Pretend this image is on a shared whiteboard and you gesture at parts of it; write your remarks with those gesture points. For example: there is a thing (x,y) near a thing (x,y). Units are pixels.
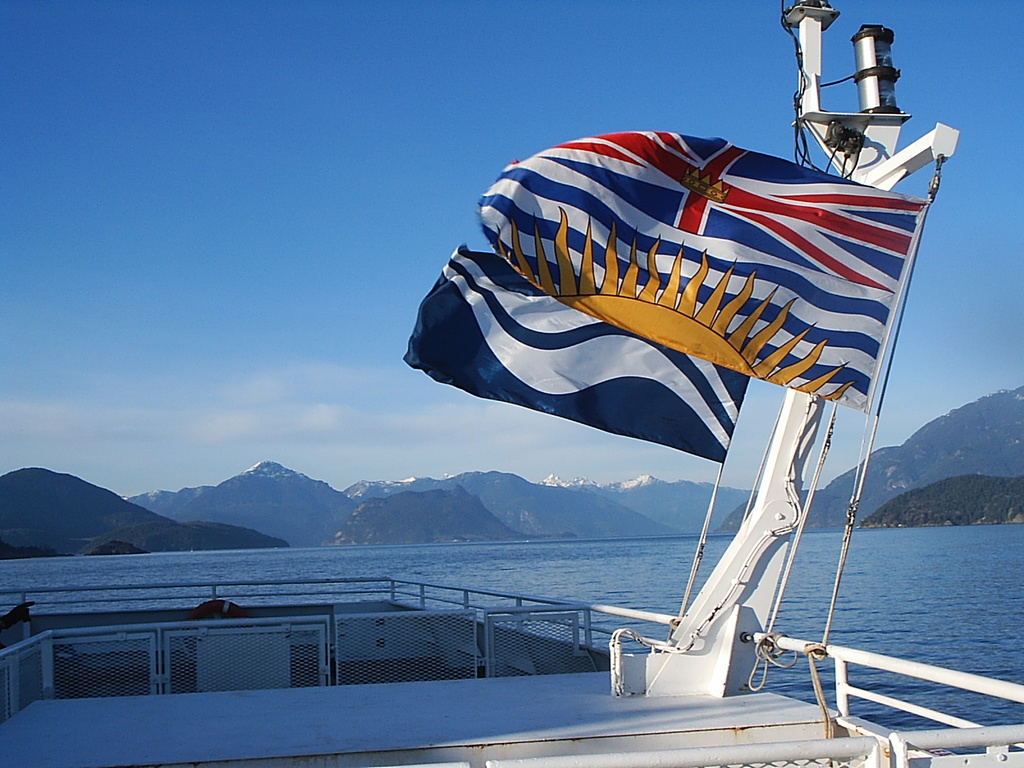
In the image there is a ship (736,667) in the ocean (636,592) with flags (672,335) on it and in the back (249,477) there are mountains (615,494) and above its sky (310,222) with clouds (407,413).
